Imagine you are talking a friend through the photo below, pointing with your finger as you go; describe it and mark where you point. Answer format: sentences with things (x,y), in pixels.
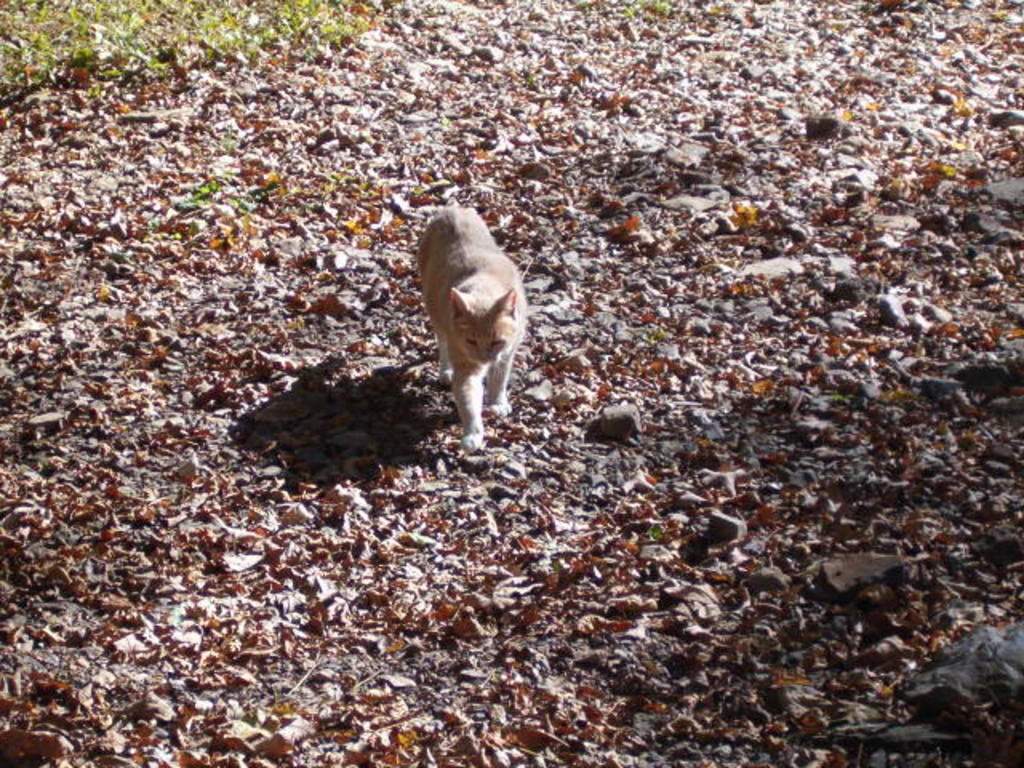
In this image there is a cat (502,357) on the ground (862,281), there are dried leaves (334,582) on the ground (305,413), there are stones (772,570) on the ground (708,502), there is grass (198,43) truncated towards the left of the image (54,33).
